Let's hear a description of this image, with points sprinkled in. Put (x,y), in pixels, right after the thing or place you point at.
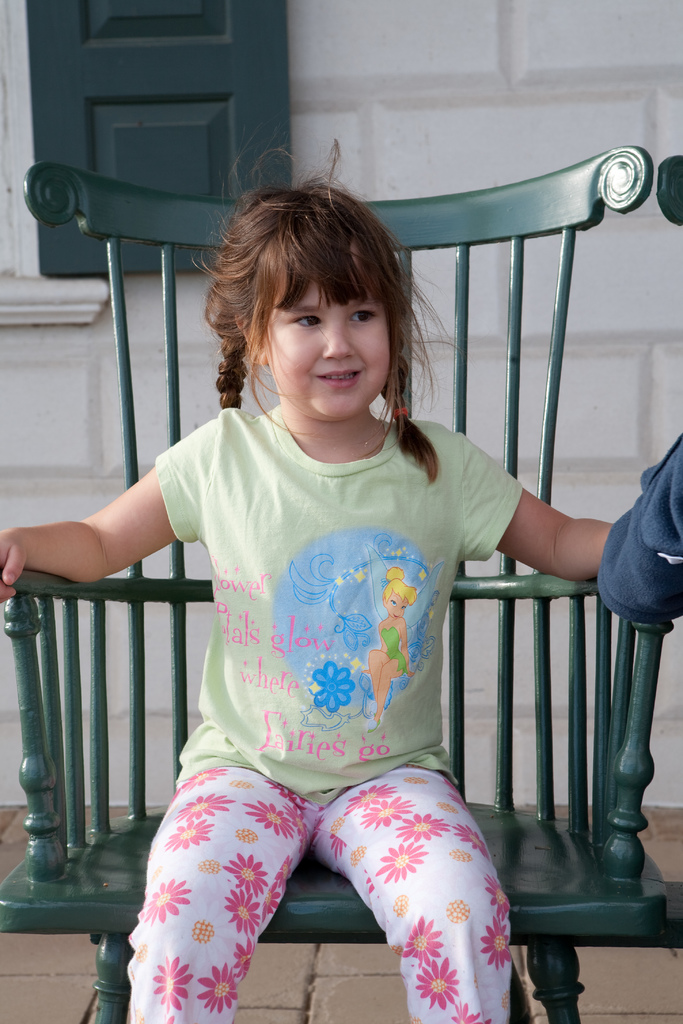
Middle of the center she is sitting on a chair (505,594). She is wearing a T-shirt (336,656) and pants (327,813). We can see in background (386,152) white color wall (409,103) and window (135,100).
